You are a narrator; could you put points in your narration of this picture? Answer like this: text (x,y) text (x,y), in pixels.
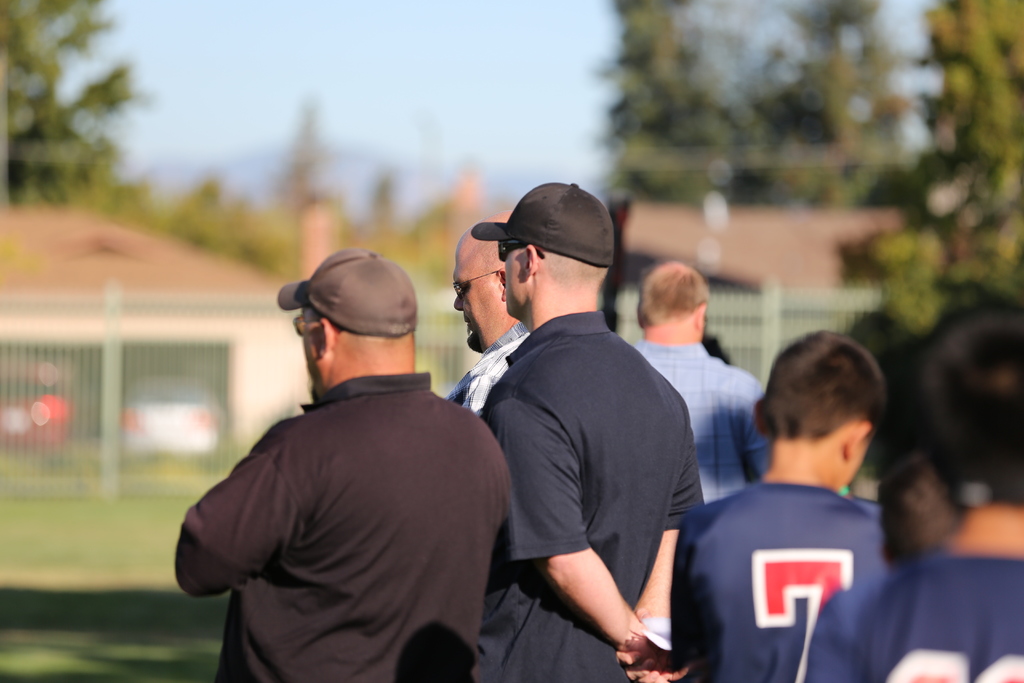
In this image, we can see people (595,459) standing and some of them are wearing caps (327,303). In the background (108,332), there is a fence (142,372), sheds (665,244) and we can see some trees (751,123).
